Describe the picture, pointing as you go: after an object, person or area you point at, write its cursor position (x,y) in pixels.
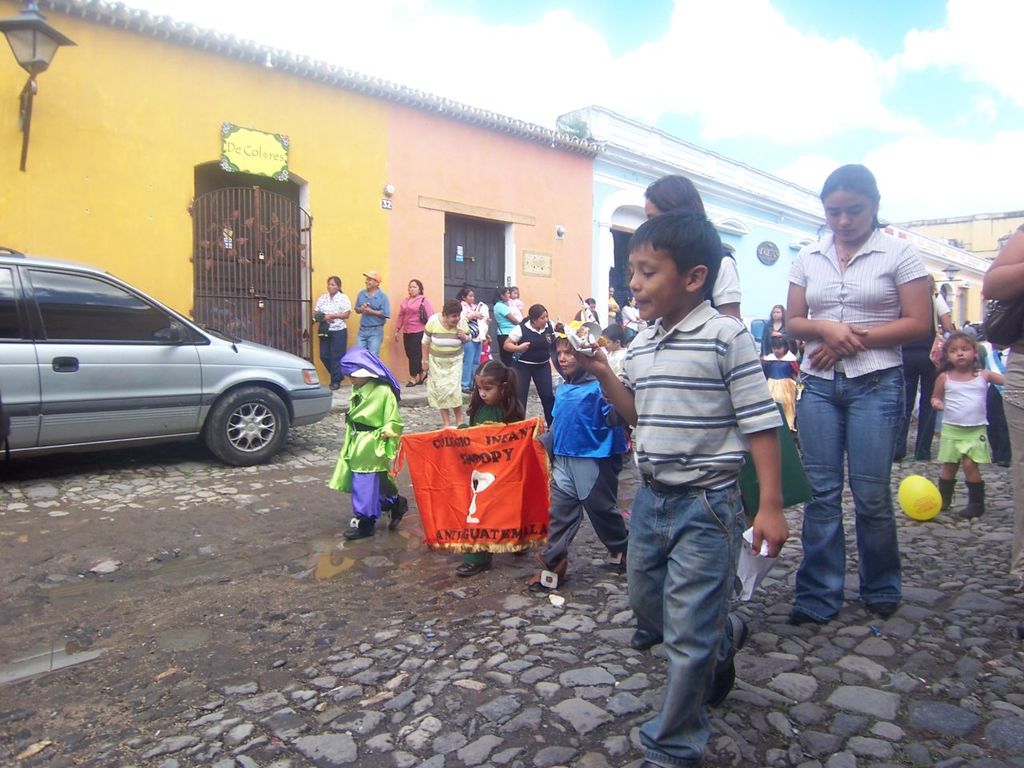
In this image I can see there are few persons (434,405), kids (511,376) walking on the road (381,536), there is a car (23,288) parked at left side (286,400). There are few buildings (171,141), it has doors (229,218) and the sky (662,66) is cloudy.
